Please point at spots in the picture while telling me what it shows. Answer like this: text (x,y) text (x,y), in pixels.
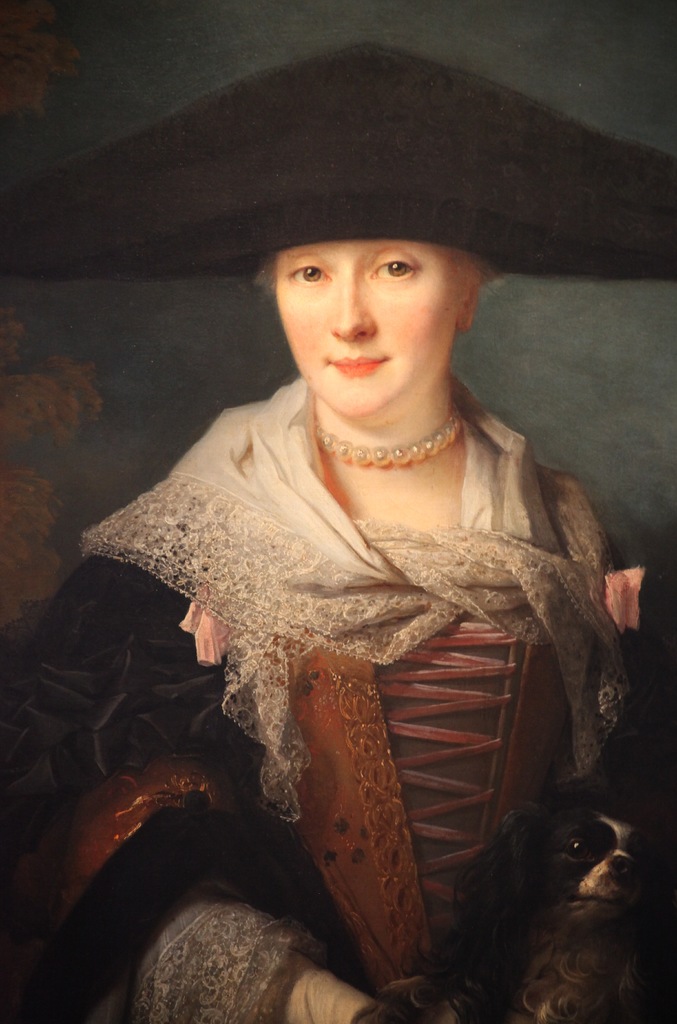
In this image, there is a person (209,576) wearing clothes (502,617) and hat (444,212).
